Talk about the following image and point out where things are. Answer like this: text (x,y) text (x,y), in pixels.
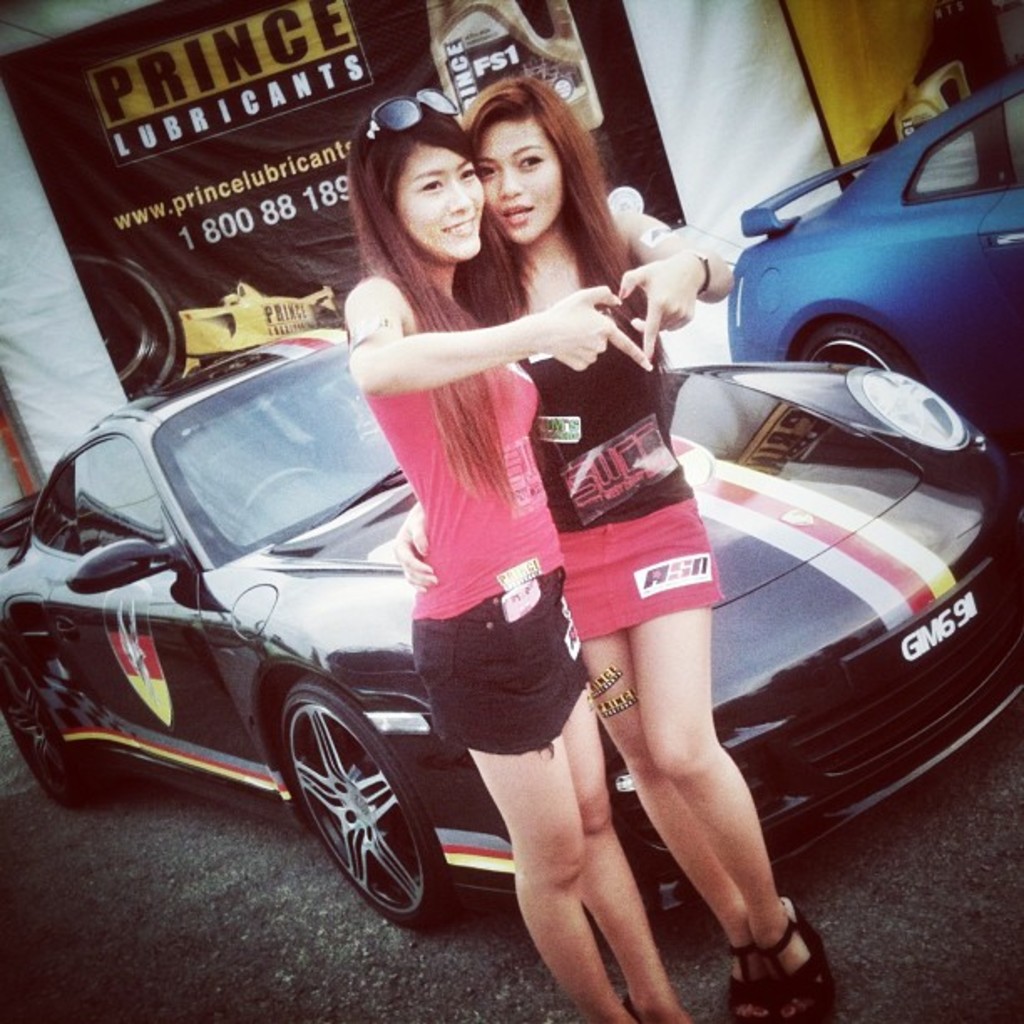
In this image I can see two persons (390,209) standing, the person (504,381) at left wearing pink shirt (464,513), black short (513,649) and the person (579,605) at right (696,260) wearing black shirt (637,478), pink short (640,541). Background (859,282) I can see few vehicles (859,398), in front (390,622) the vehicle (372,614) is in black color and I can see a black color banner (244,181).
